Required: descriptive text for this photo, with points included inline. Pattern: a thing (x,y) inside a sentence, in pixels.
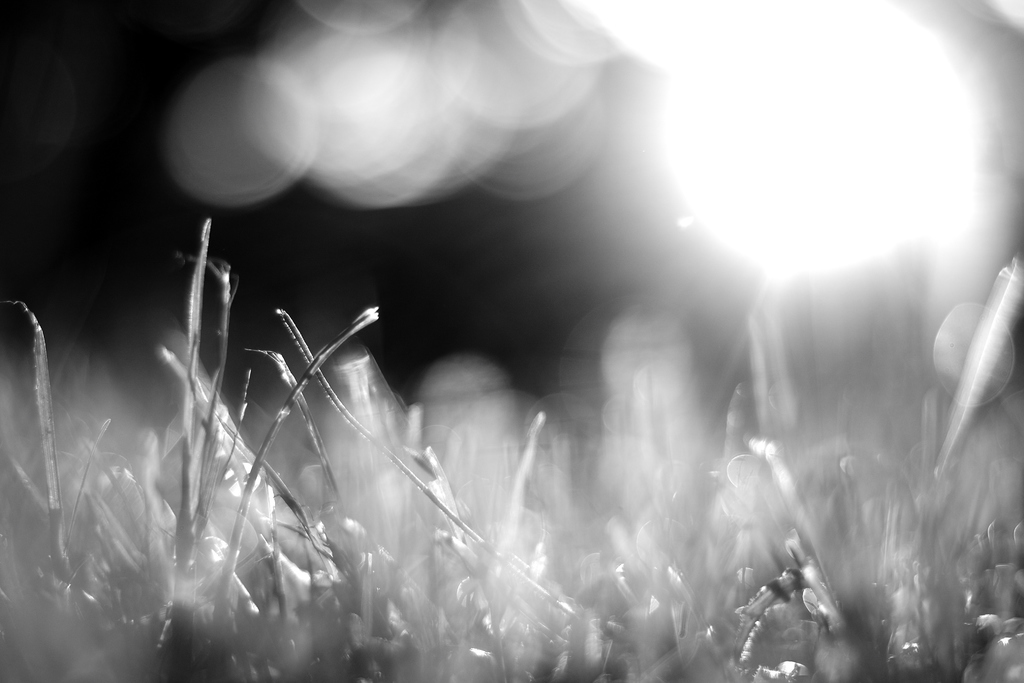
This is a black and white image on which we can see there is so much of grass (604,625) and light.
